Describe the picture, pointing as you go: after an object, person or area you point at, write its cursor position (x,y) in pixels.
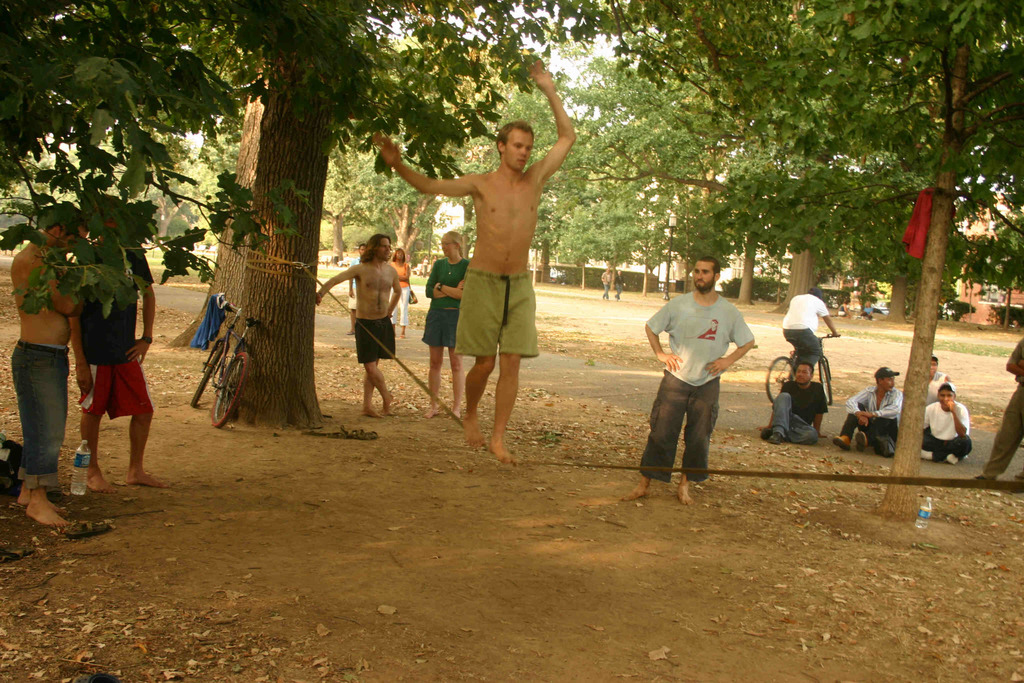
In this image, I see a number of people (805,316) and one of them is on the rope (319,280) and one of them is cycling. In the background (779,307) I see lots of trees (291,336) and a cycle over here.
